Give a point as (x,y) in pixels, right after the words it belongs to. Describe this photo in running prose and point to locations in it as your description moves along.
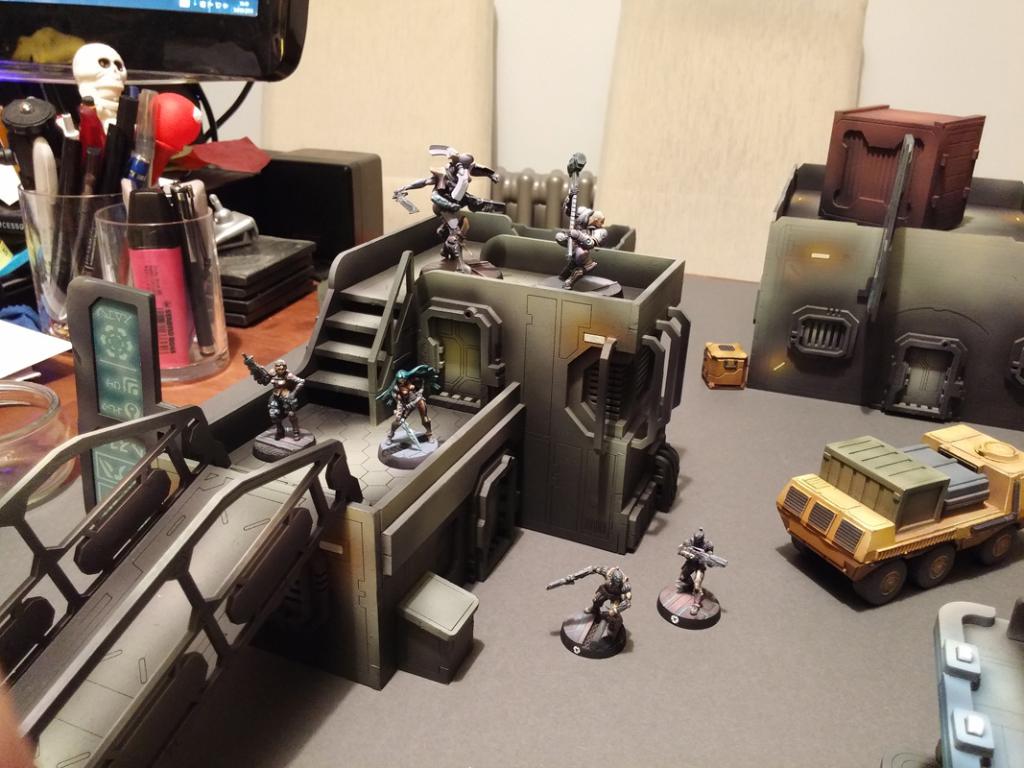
In the picture we can see a grey mat (517,690) on it, we can see some toy vehicles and men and some constructions (354,428) and behind it, we can see some wooden desk (194,396) on it we can see some pens (177,280) in the glass (175,309) and something (243,257) placed beside it.
